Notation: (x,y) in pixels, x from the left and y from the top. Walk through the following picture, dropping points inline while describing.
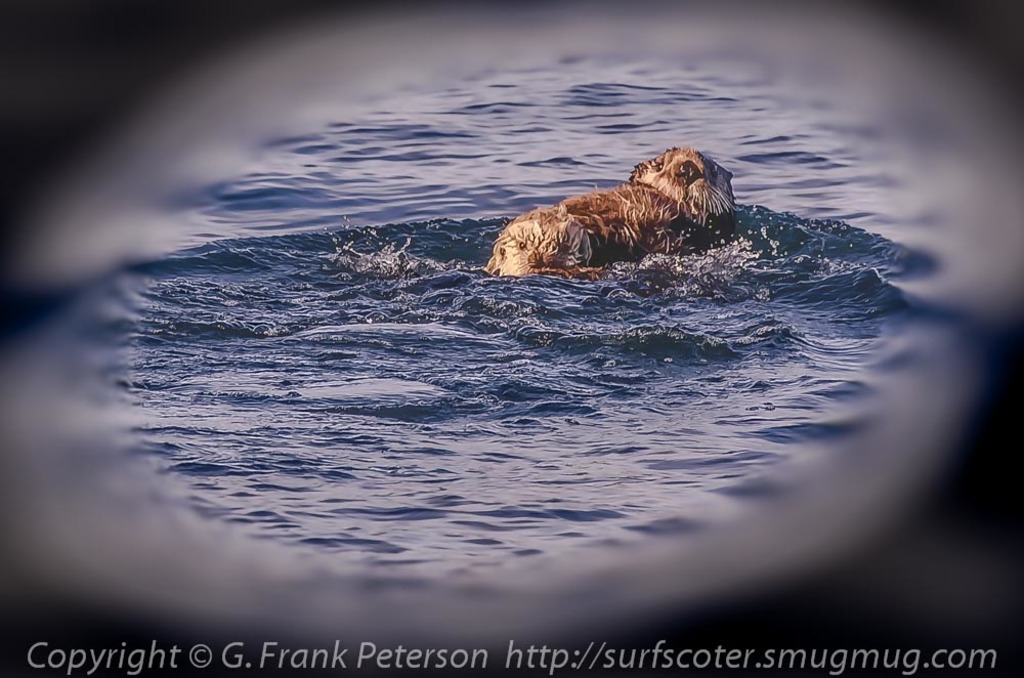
The picture consists of water (519,435). In the water (731,162) there is an otter (560,237). The edges of the picture are blurred.
